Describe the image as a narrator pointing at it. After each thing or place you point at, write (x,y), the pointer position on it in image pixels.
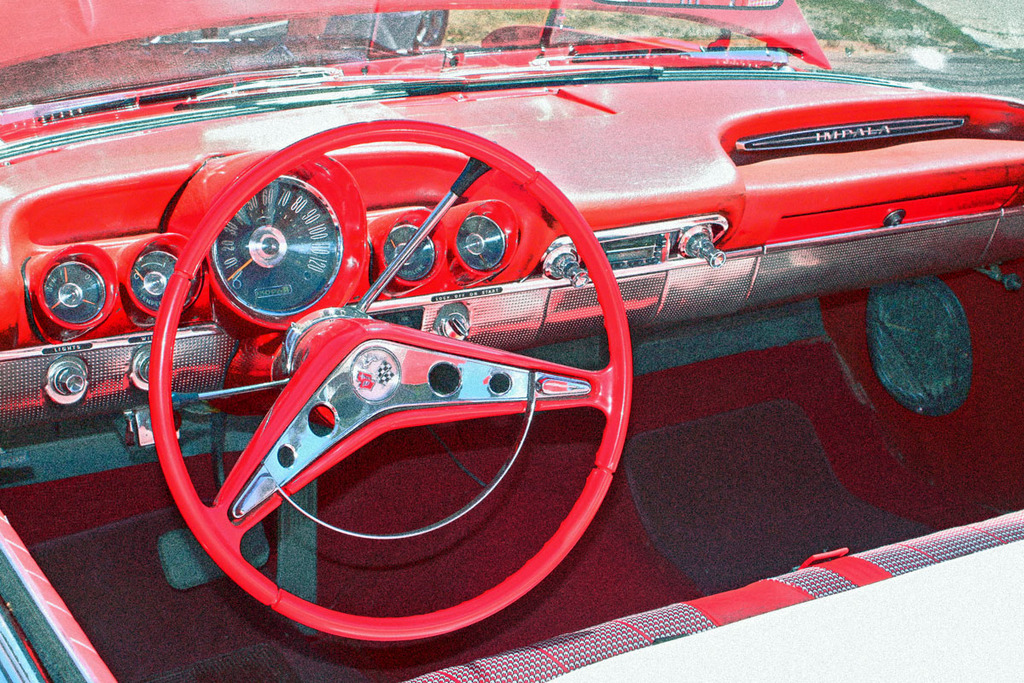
In this picture we can see a steering (564,532), speedometer (313,268), meter gauges (492,252) and some objects (758,600) and in the background (906,11) we can see the grass (867,42).
